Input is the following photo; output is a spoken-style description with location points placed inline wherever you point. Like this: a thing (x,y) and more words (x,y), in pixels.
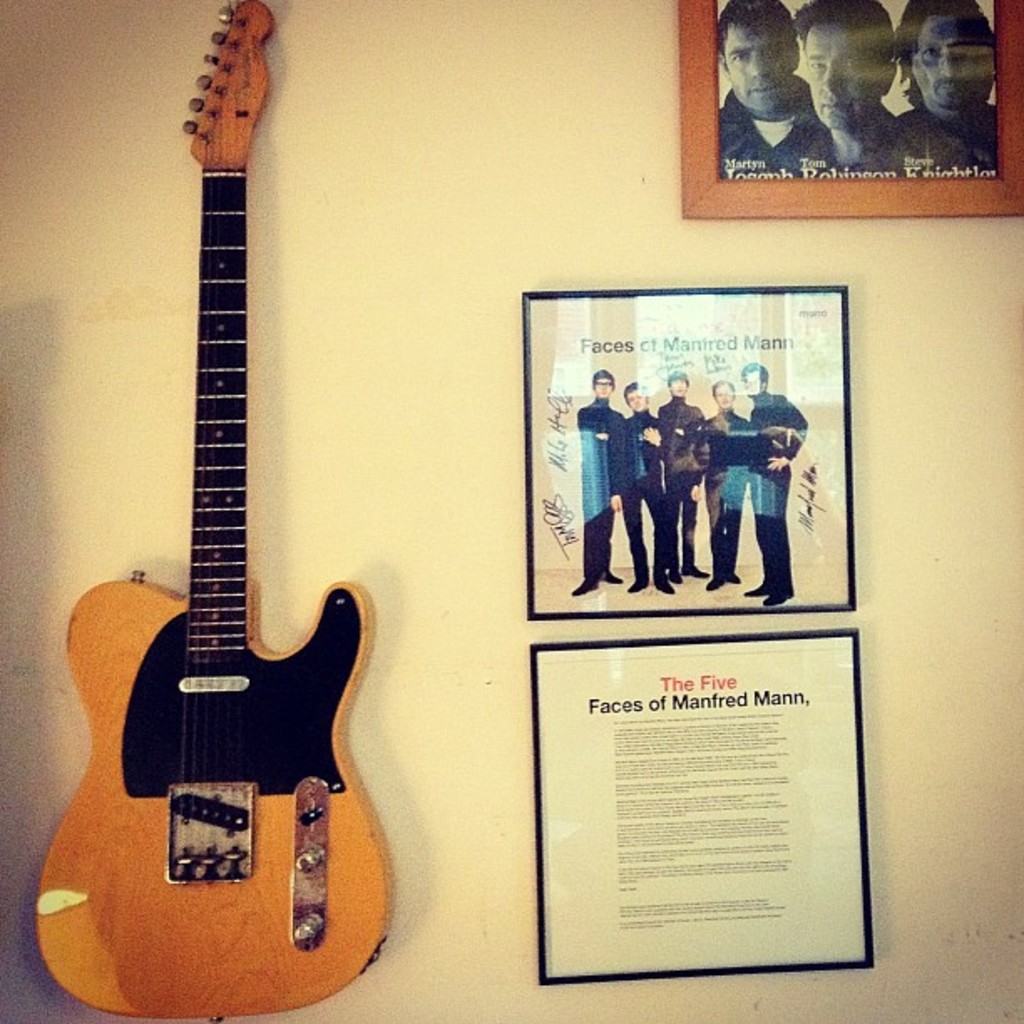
In this picture there is a guitar (192,658) attached to the wall (300,348) and there are some photo frames (713,425) also attached to the wall (959,323).
